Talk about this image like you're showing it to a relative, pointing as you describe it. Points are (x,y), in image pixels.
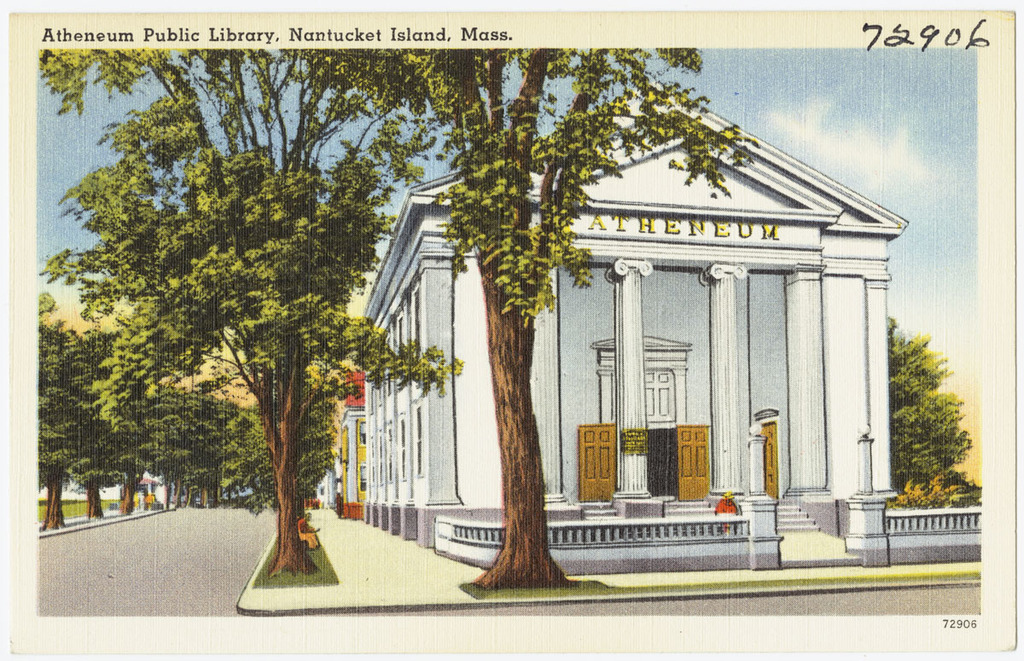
In this picture, we see a building (600,470) in white, yellow and red color. At the bottom of the picture (682,509), we see the staircase (697,511) and a door (698,481). In front of the picture, we see trees (299,468) and the road (218,561). There are trees (260,468) in the background (66,445). This picture is drawn on the paper (210,367) and this might be taken from the textbook.
